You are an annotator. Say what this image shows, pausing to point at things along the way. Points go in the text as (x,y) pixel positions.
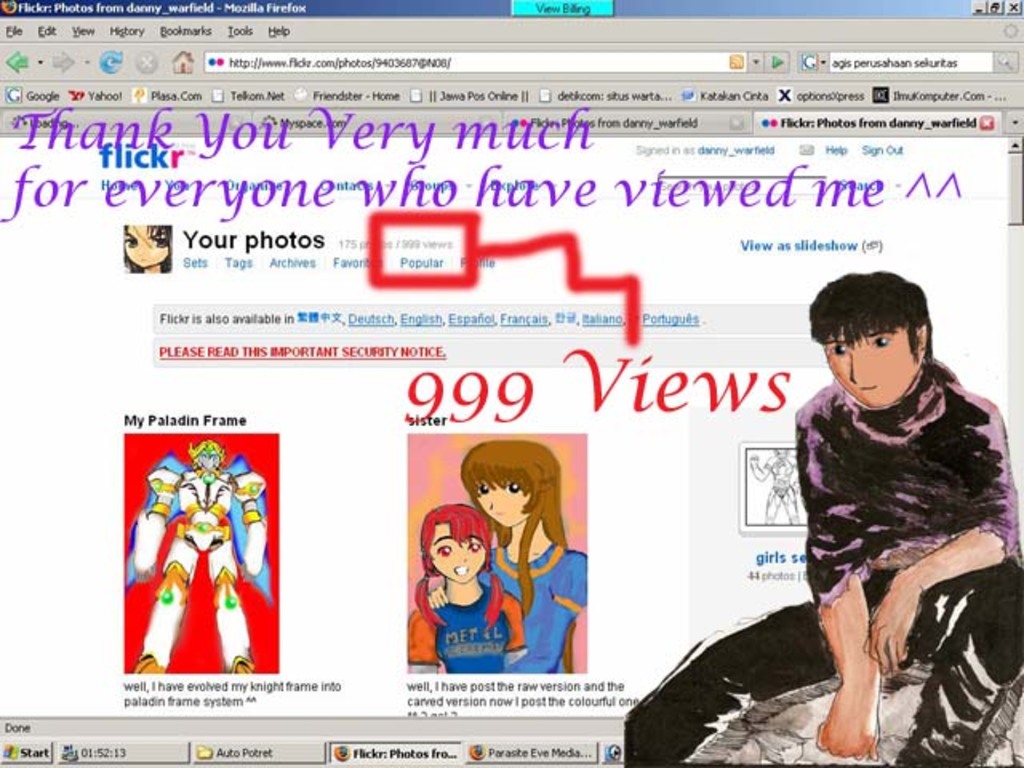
In this image, I can see the picture of a screen (176,443). I can see the icons (121,53), pictures (216,592), folders (272,756), link (420,63), letters (581,704) on the screen (652,116). These are the watermarks (509,204) on the image.
